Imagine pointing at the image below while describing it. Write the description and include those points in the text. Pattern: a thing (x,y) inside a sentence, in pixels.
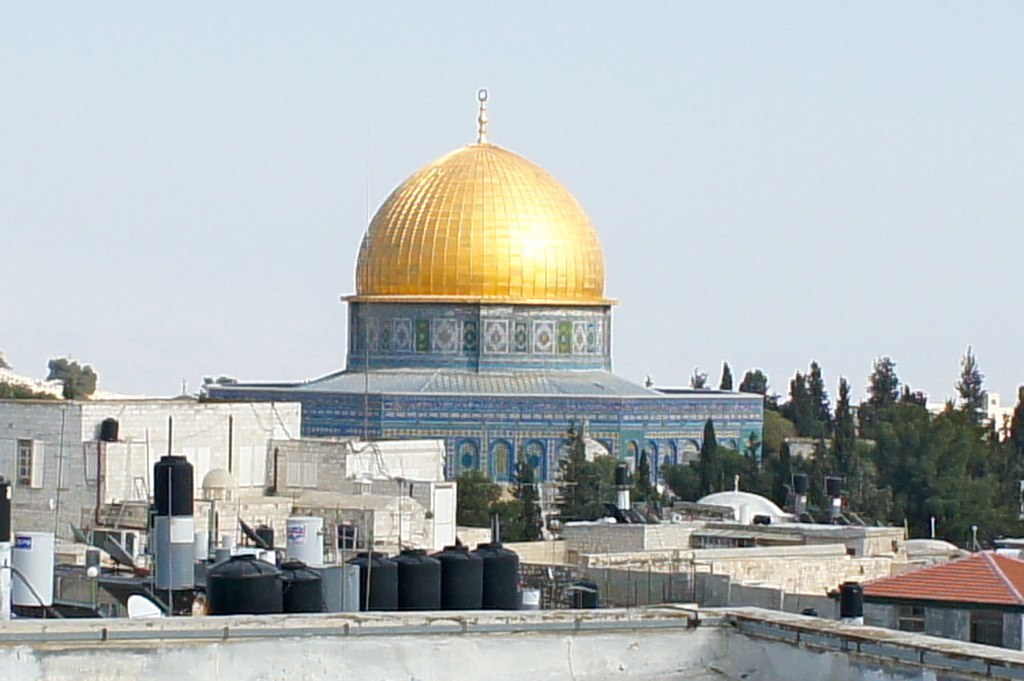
In this image we can see there are some buildings (65,474). In the one of the buildings (93,504) there are so many water tanks (308,566). There is a dome (476,220) in the middle of the buildings (816,583). On the right side of the image (931,465) there are trees (960,467). In the background of the image (585,196) there is a sky (939,202).
